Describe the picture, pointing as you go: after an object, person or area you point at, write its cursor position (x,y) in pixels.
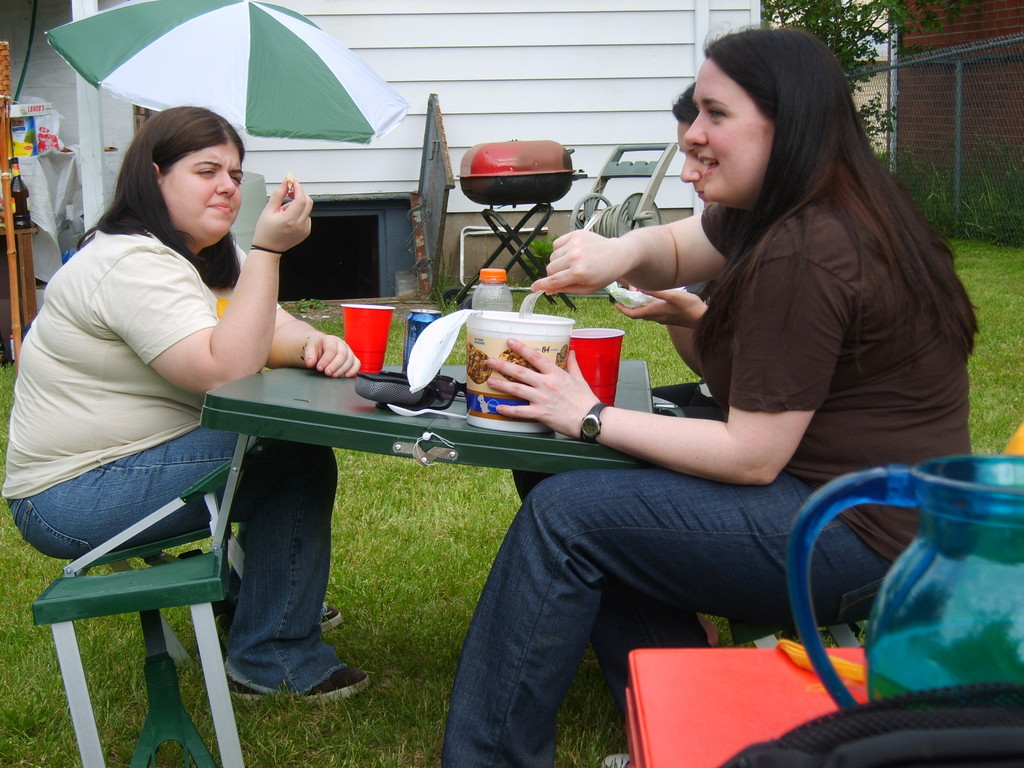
There are three women's (186,349) sitting on the either side and there is a table (414,406) in front of them which has some eatables (470,367) on it and the ground (434,559) is greenery (431,553).
